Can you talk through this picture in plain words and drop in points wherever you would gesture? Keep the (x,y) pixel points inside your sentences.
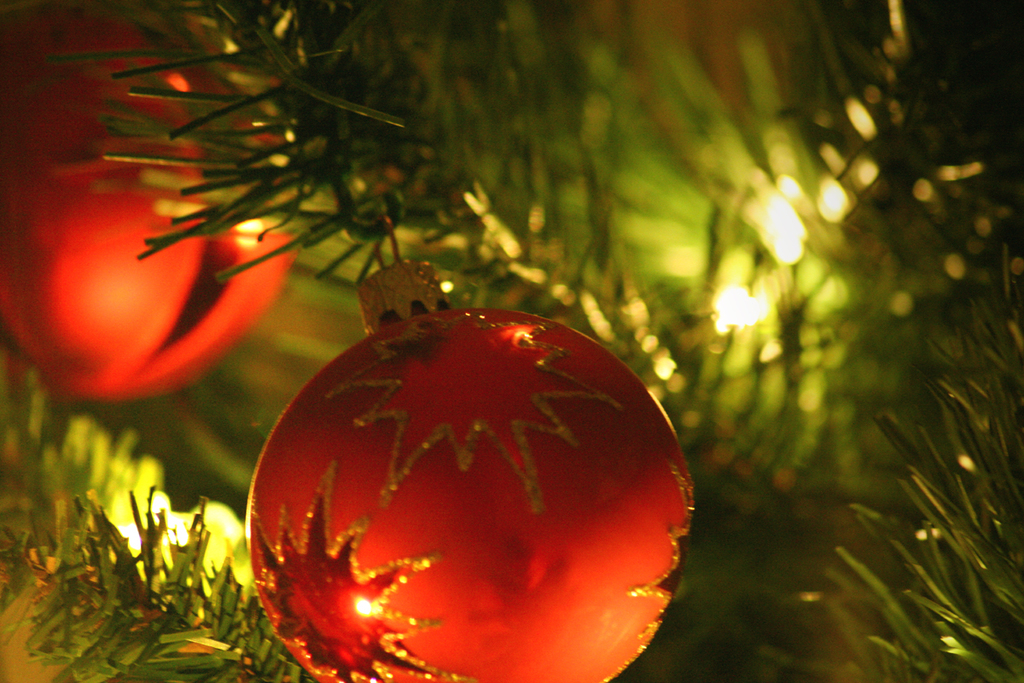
In this picture I can see the Christmas tree (563,284). I can see decorative balls (386,372).
